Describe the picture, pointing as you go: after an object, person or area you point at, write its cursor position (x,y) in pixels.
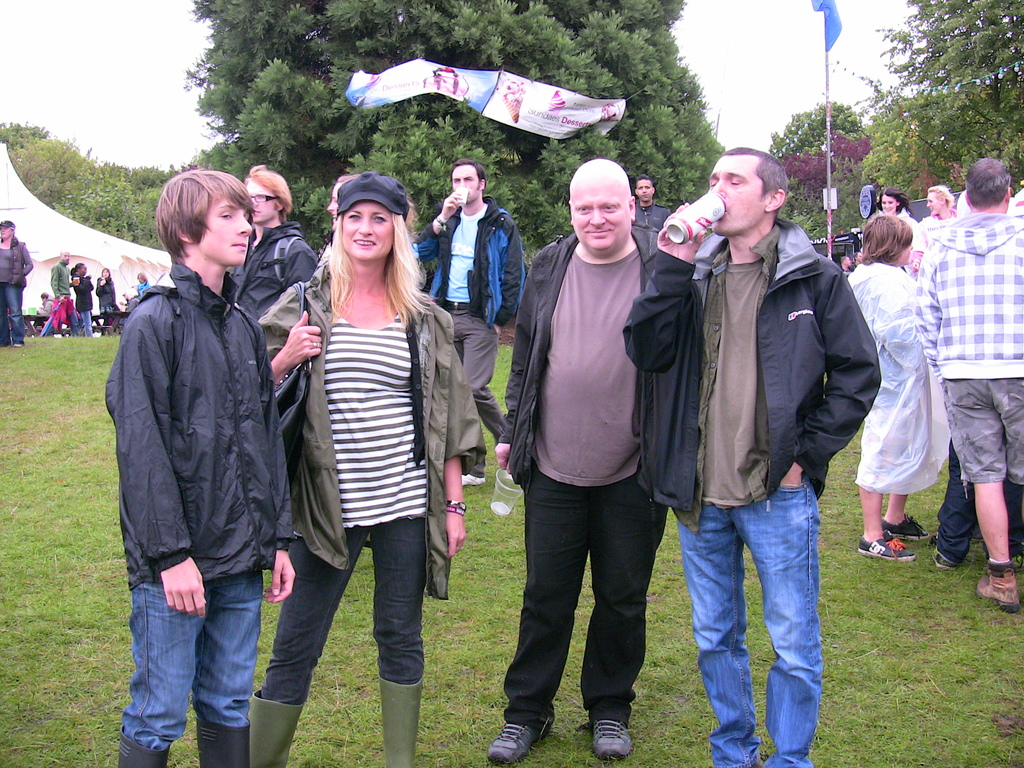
In this image, we can see a group of people (231,548) are standing on the grass (452,705). Few people (846,427) are holding some objects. Here a person (472,330) is walking on the grass (9,380). In the background (48,247), we can see tent (37,253), banner (534,101), pole (831,243), boards (871,189), trees (846,154), few objects (38,319) and sky (756,54).
